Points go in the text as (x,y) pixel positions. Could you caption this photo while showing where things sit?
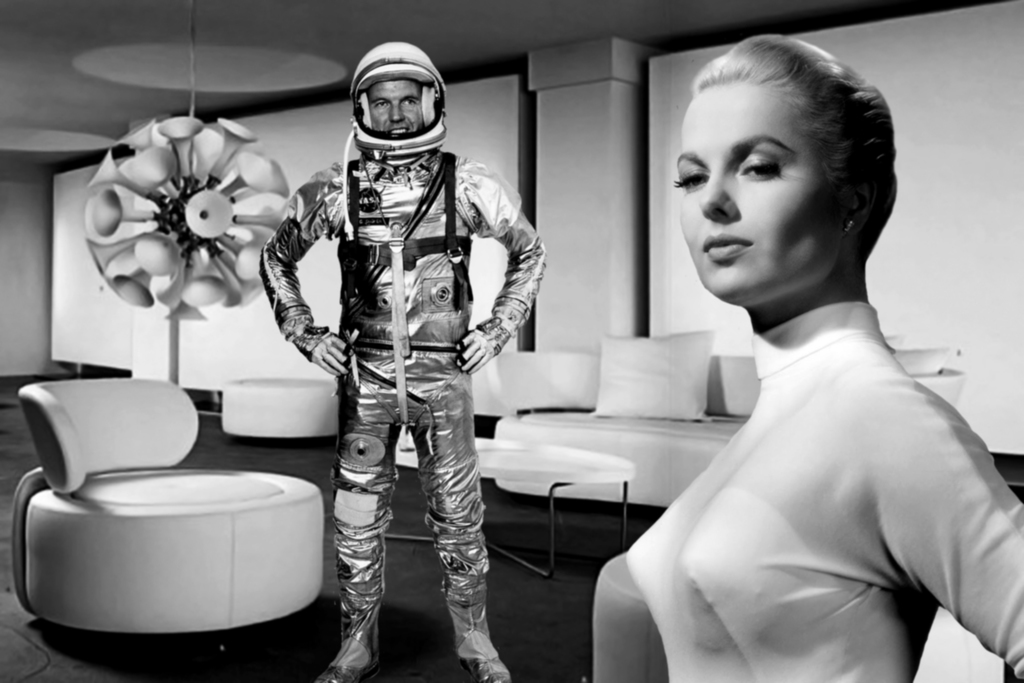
This looks like an edited image. On the right side of the image (816,348) there is a woman (779,513) standing in the white dress (911,472). In center of the image (415,326) a man (378,205) in astronaut dress (414,232) is standing, he is smiling. In the background (625,292) there is couch (705,418) and a wall (642,194). In the center of the image (508,447) there is a table (529,461).
